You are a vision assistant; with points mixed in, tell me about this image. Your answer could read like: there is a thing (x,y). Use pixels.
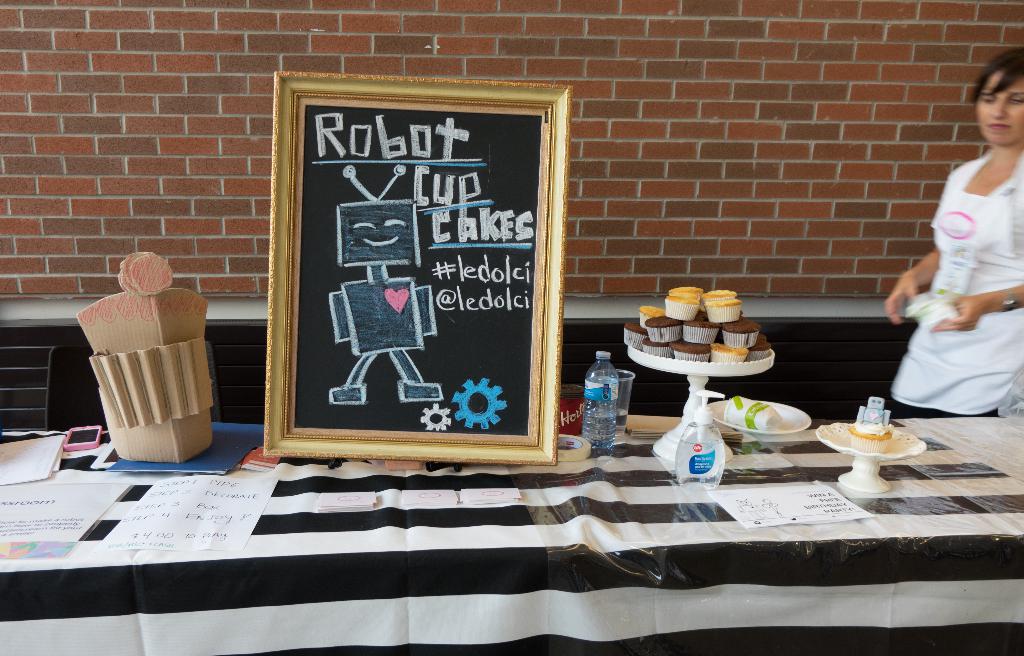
In this image I see a woman (995,301) who is standing and there is a table (1008,431) in front of her, on which there are cupcakes (680,341), 2 plates (760,364), bottle (598,440), boxes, papers (510,493), a board (536,454) and a glass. In the background (698,272) I see the wall (15,49).
